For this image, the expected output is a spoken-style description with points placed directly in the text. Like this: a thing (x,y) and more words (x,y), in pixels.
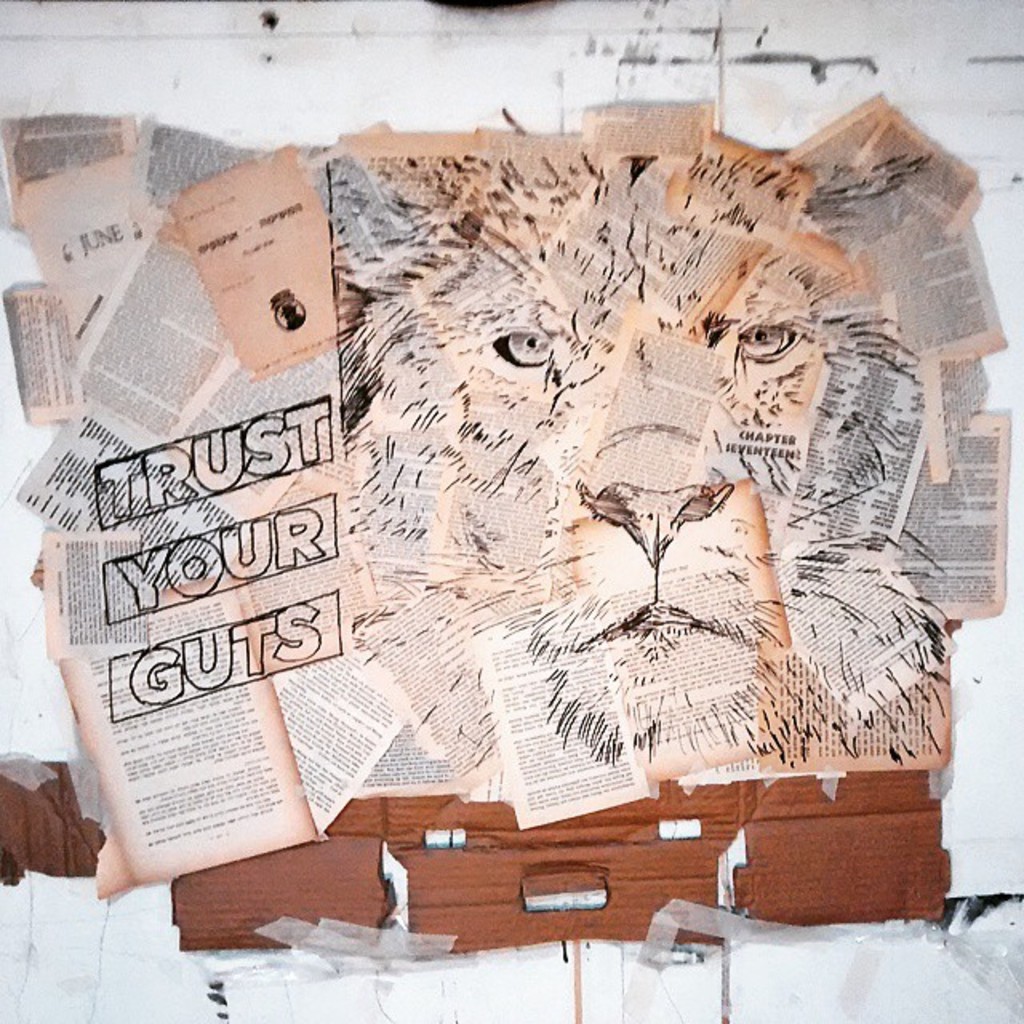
It seems like a picture of a lion (451,408) created with papers (342,627) and text (433,474) on it.
